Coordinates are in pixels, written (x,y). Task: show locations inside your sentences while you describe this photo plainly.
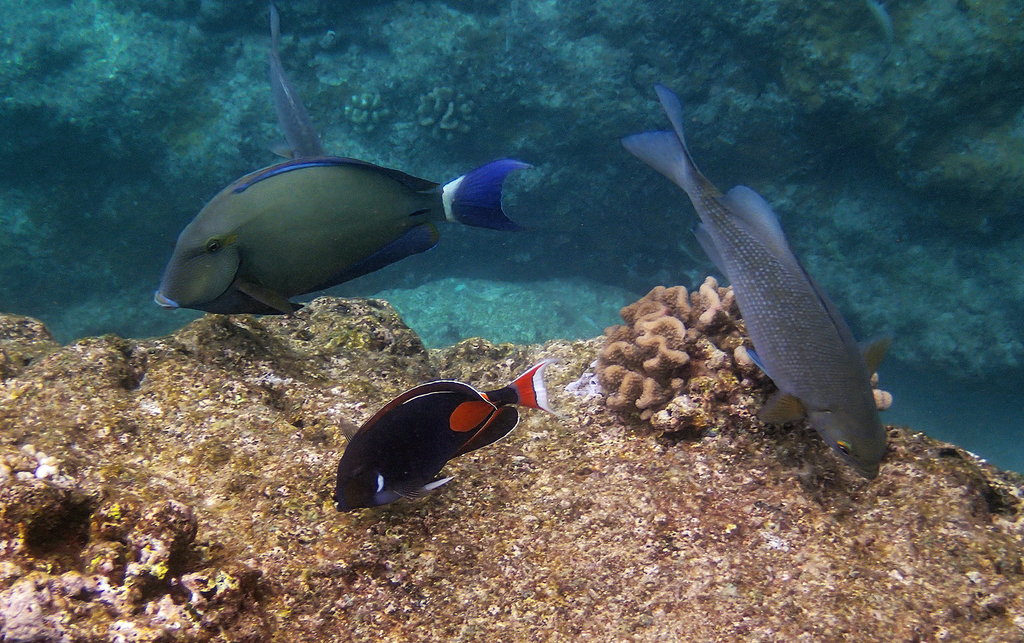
In this image we can see there are three fishes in the water (458,291) and there are few sea plants (651,319).
